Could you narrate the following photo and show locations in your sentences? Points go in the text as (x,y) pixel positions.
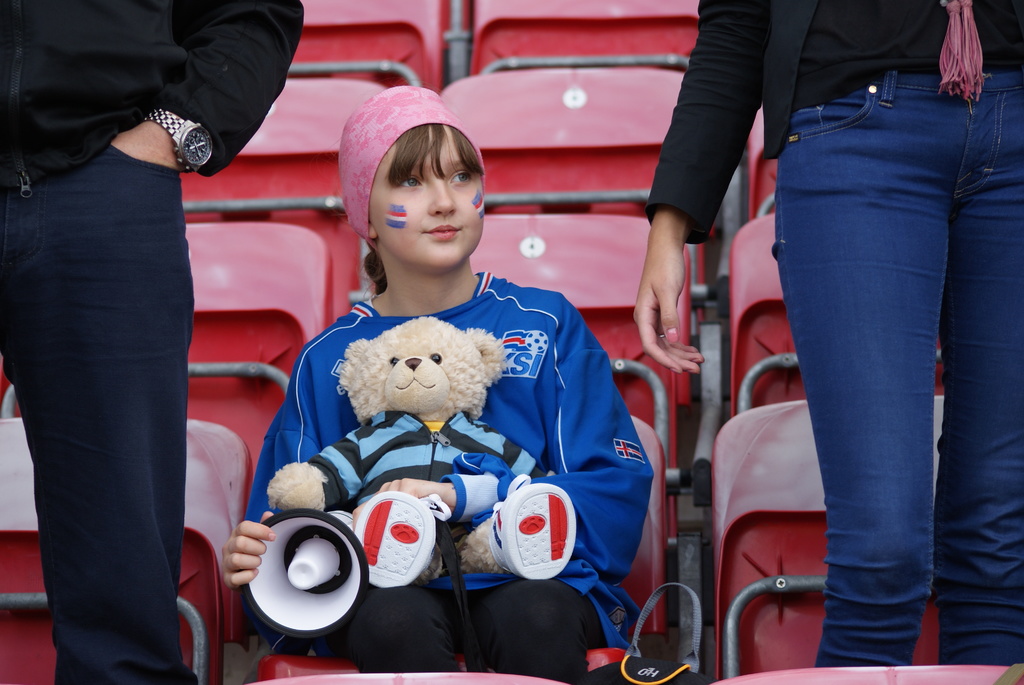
In this image I can see a girl (597,557) is sitting on a chair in the front (301,449). I can see she is holding a megaphone (311,516) and a teddy bear (377,431). I can see she is wearing blue colour dress (549,418), black pant (456,615) and I can also see pink colour cloth (429,99) on her head (450,129). On the both side of her I can see two persons (745,73) are standing. I can see both of them are wearing black colour dress (32,56) and jeans (47,501). I can see the left one is wearing a watch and in the background (628,360) I can see number of chairs (802,594).
